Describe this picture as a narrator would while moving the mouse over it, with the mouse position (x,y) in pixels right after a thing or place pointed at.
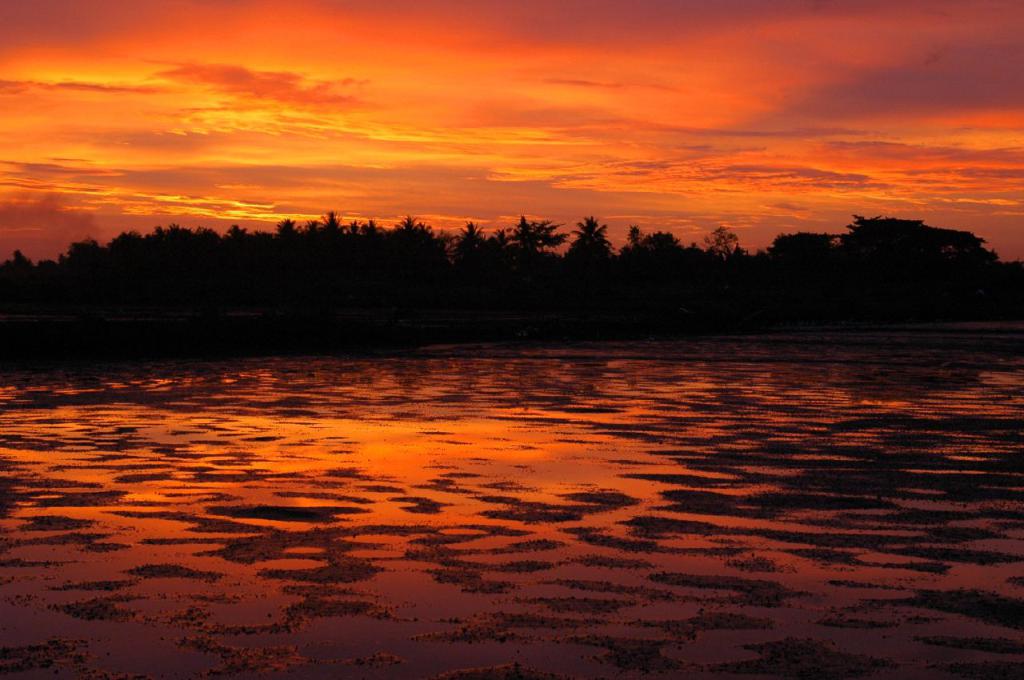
In the picture we can see the water surface (830,671) and far away from it, we can see many trees (612,276) and behind it, we can see the sky (662,108) with clouds (646,199) and sunshine (362,162) to it.
